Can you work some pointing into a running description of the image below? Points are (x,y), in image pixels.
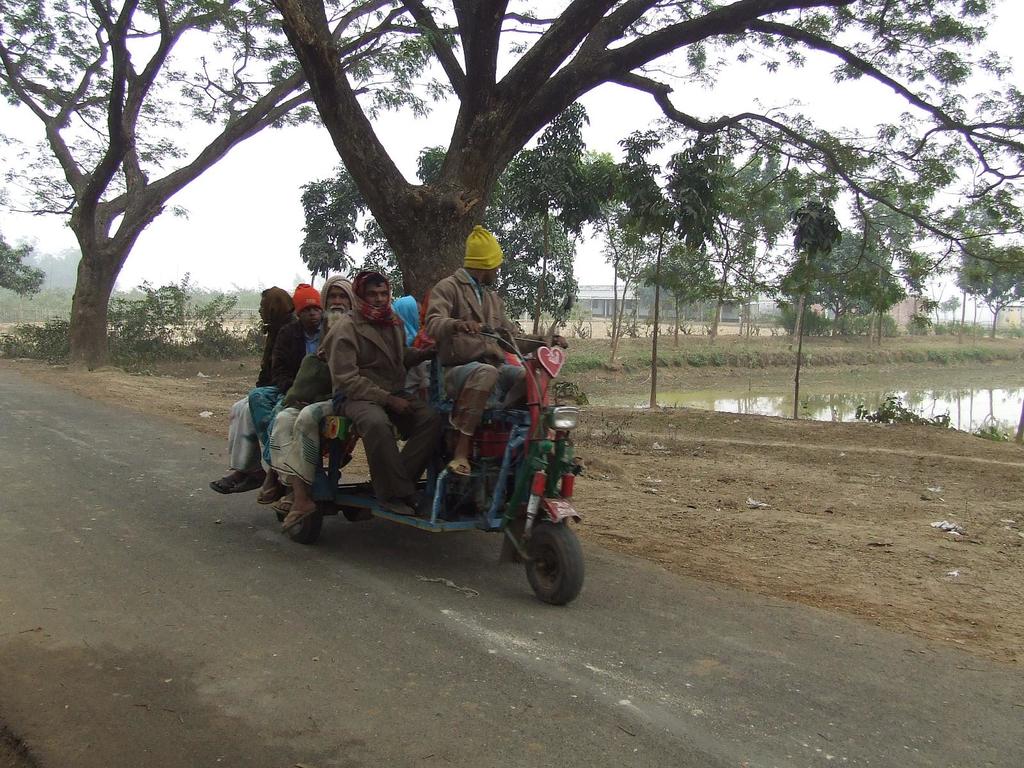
In the foreground of this image (504,500), there is a vehicle (481,483) moving on the road (438,555) on which few persons (402,336) are sitting on it. In the background (775,188), there is water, and, trees (640,188), few buildings (612,304) and the sky (790,98).
